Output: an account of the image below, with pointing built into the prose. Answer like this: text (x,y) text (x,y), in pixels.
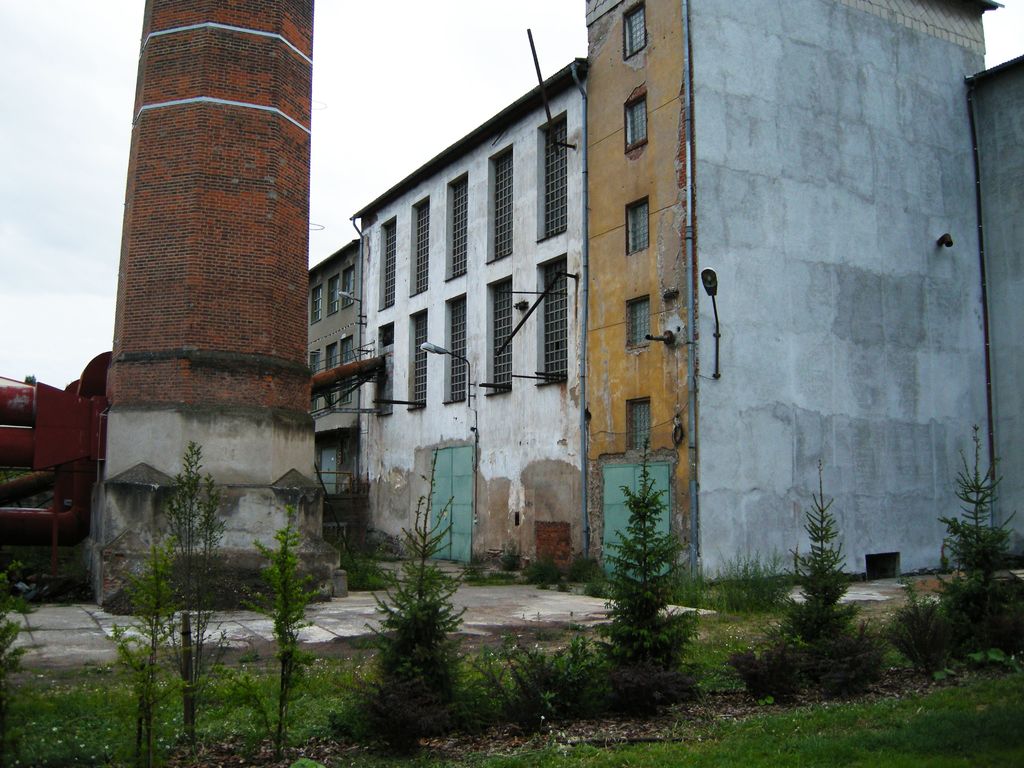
In this image we can see buildings (493,374), there are some lights (432,352), plants (400,672), grass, windows (418,380), poles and a tower (205,173), in the background (48,269) we can see the sky (47,269).
